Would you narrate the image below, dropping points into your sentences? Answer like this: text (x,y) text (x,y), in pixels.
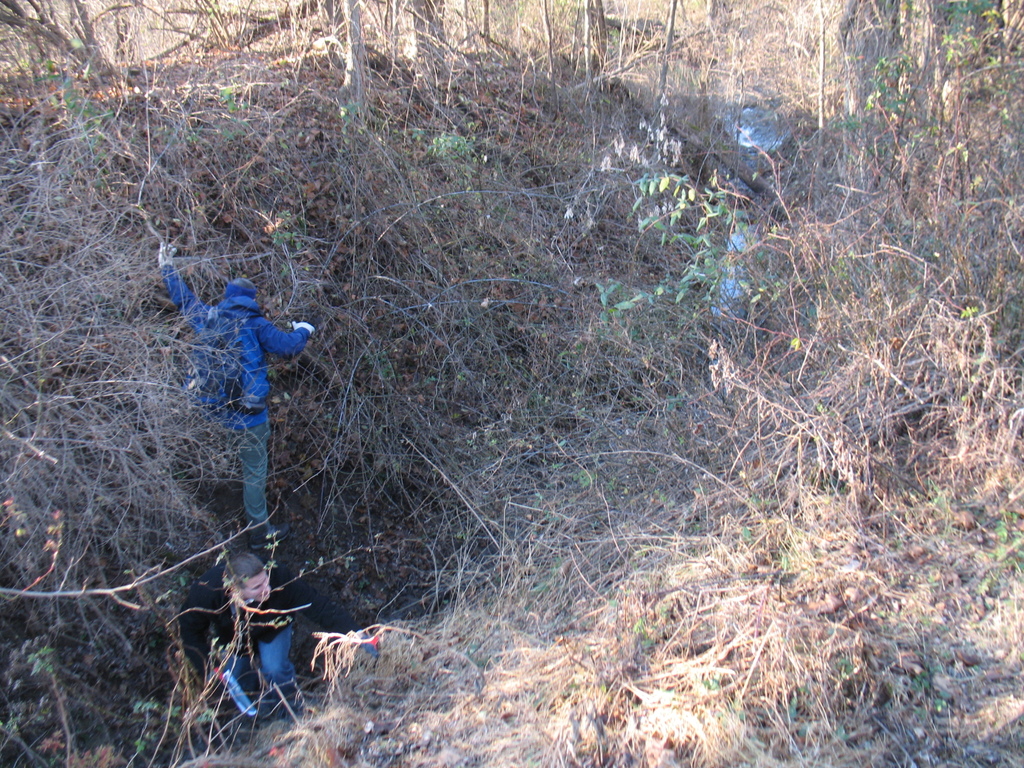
In this picture I can observe two members (244,425) on the left side (216,630). There are some dried plants (478,326) and trees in this picture. One of the men (250,373) is wearing blue color hoodie (258,352).
